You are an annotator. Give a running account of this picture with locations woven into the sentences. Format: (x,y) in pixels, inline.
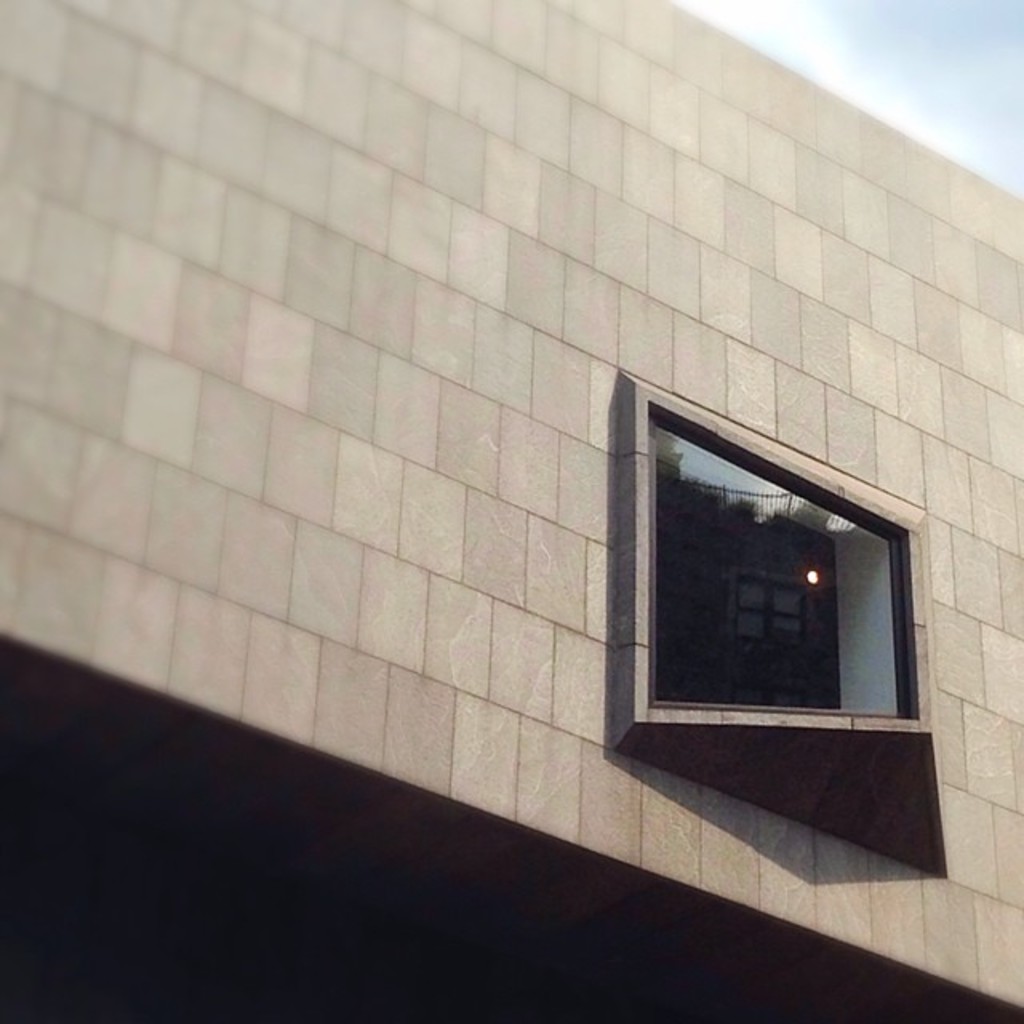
In this picture I can observe wall (492,216) in the middle of the picture (520,637). On the right side (741,566) I can observe window (731,637). In the background (853,80) there is sky (859,35).
